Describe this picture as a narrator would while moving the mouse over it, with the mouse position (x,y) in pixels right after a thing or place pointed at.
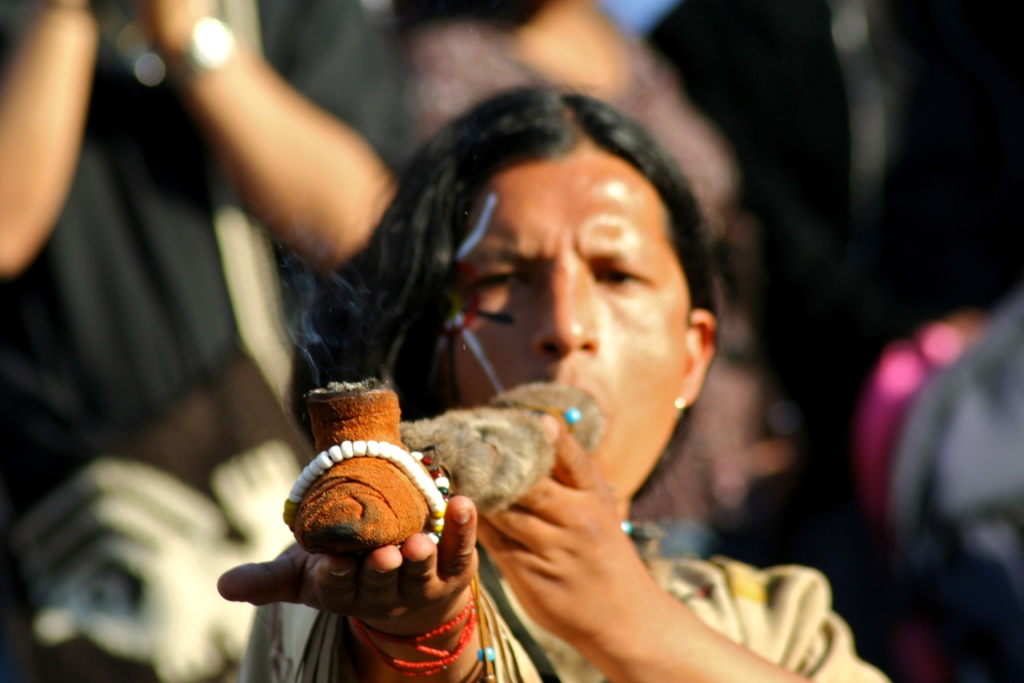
In this image, we can see a person (515,522) holding an object (501,500). In the background (979,503), we can see the blur view and people (293,183).
